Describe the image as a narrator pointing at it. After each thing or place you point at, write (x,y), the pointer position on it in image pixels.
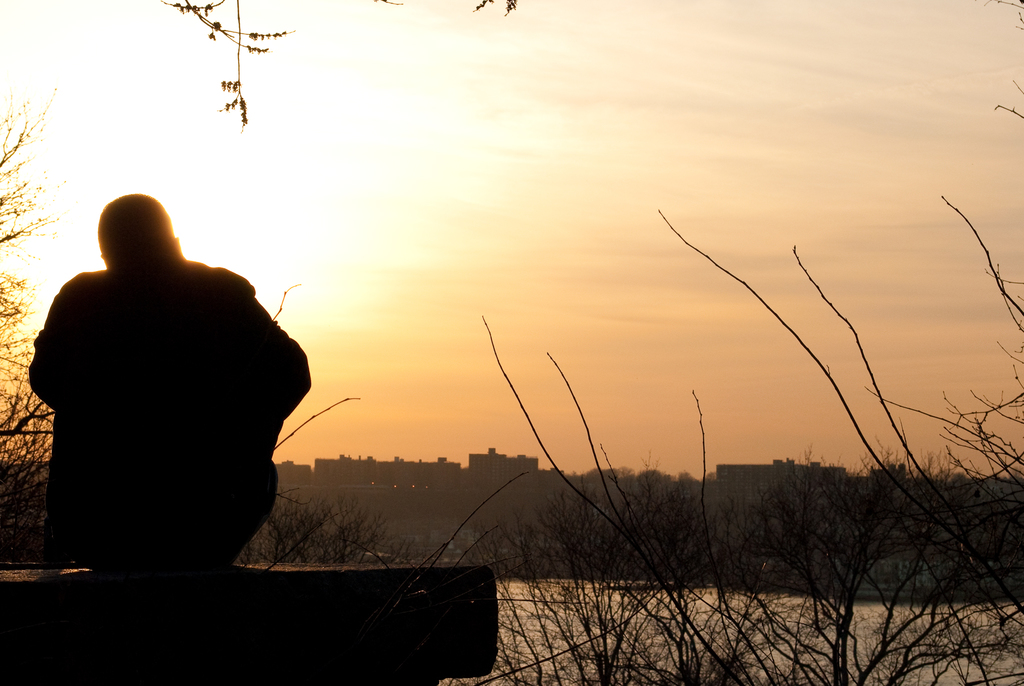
This image consists of a person (120,423) sitting on a wall (188,575). On the right (697,555), we can see many plants (654,634) and water (576,620). In the background (443,480), there are buildings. At the top (624,111), there is sky (507,239).
